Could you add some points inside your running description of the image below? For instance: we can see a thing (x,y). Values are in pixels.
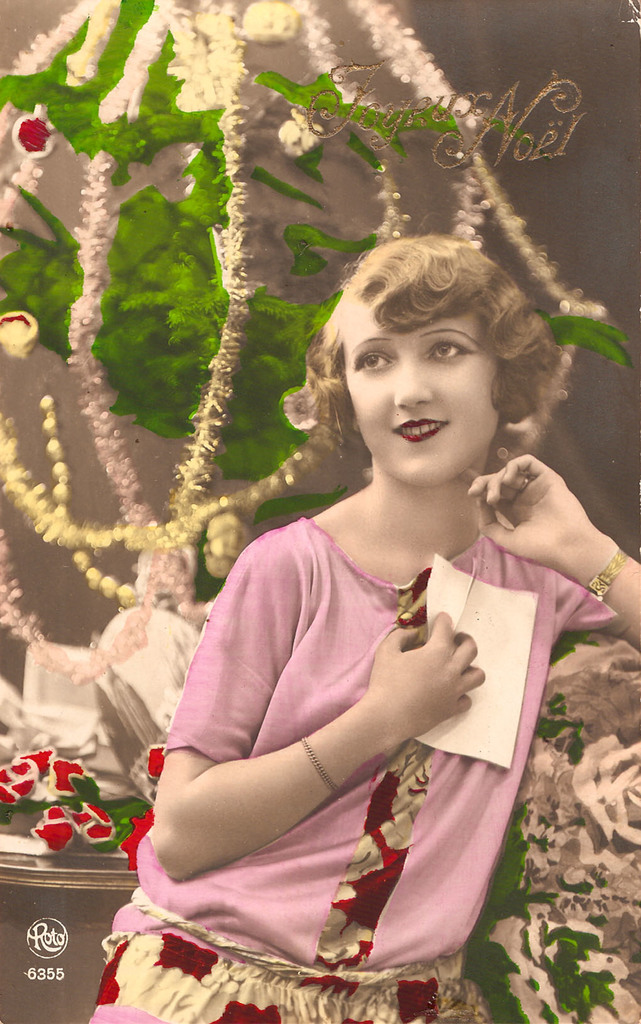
In this picture we can see a woman (360,735) holding a paper (451,586) in her hand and smiling. We can see some text (45,941) and numbers (32,970) are visible in the bottom left (39,947). A text (545,155) is visible in the top right (493,121). We can see some objects (554,754) in the background (478,164).
